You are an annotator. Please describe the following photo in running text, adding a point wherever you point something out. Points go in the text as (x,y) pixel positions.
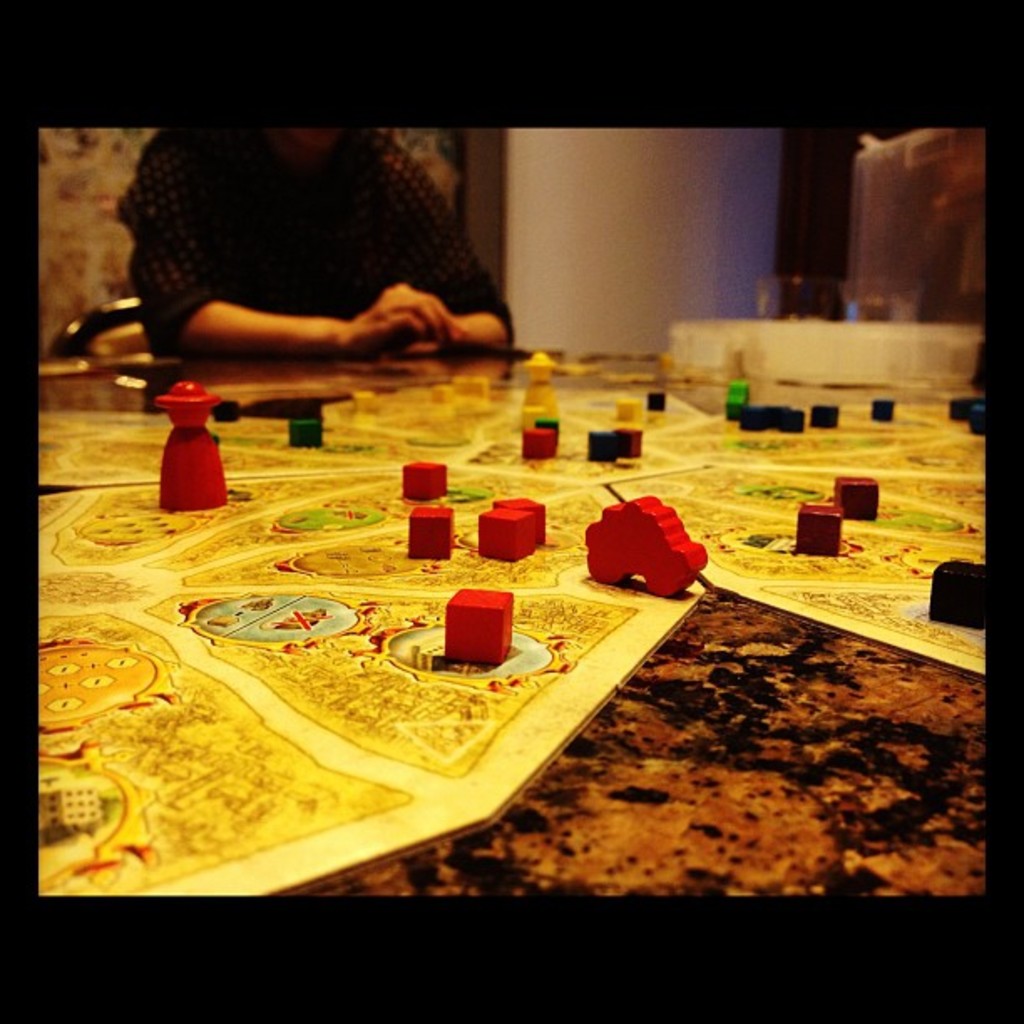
In this image we can see blocks (459,622), toys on a board (425,662) on the platform (570,820). In the background (280,237) we can see a person (214,265), chair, wall (103,265) and other objects (824,364).
